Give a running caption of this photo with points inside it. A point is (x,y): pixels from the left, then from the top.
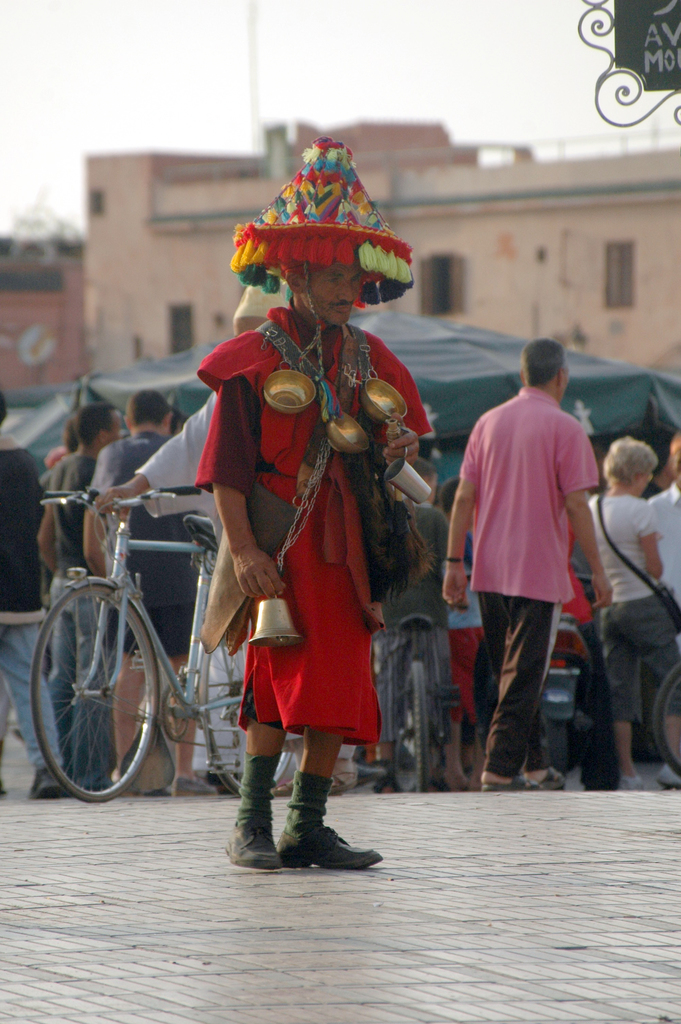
In this picture we can see a man (295,274) standing on the ground (77,823), bell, cap (353,216), bicycles (37,666) and a group of people (2,537) walking on the road (564,829), tents (443,351), buildings (578,281) with windows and in the background (336,35) we can see the sky (332,45).
